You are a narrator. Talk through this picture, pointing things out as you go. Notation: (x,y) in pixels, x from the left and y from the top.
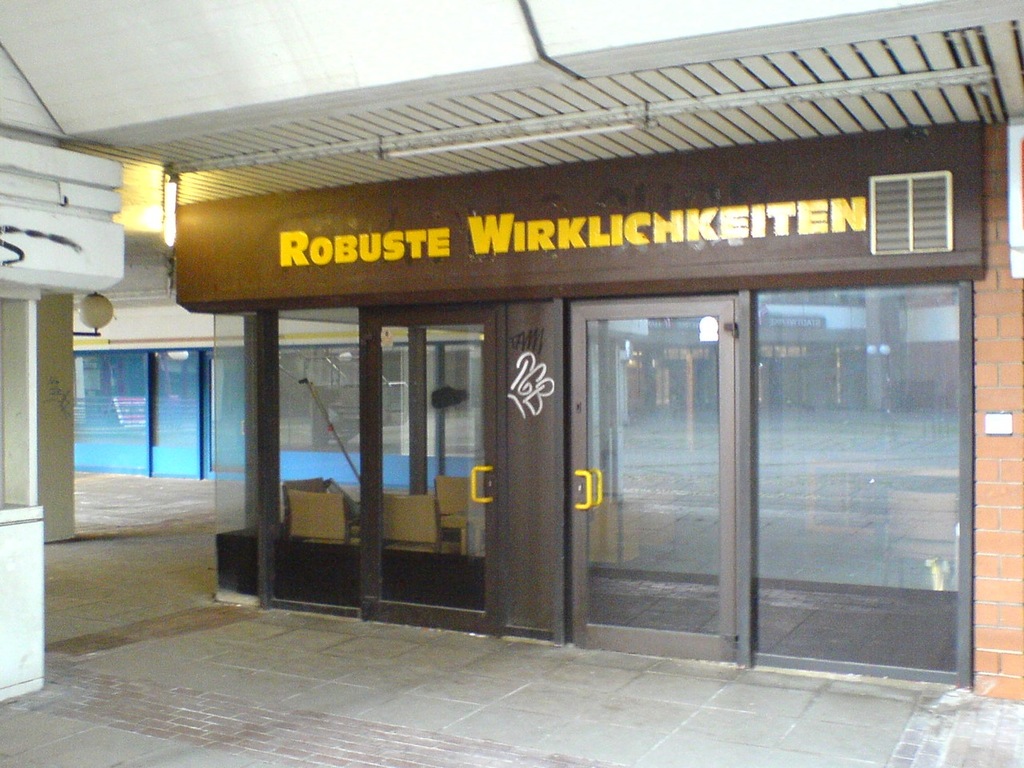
In the image there is a store (652,366) with glass doors (587,399) and a name (818,223) on it. On the right corner of the image (1000,237) there is a pillar (1010,522). And in the background (78,461) there are stores (155,378) with glass doors (117,368). And on the left corner of the image (32,596) there is a wall (42,250) and a pillar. At the bottom of the image (102,629) there is a floor (77,722).
